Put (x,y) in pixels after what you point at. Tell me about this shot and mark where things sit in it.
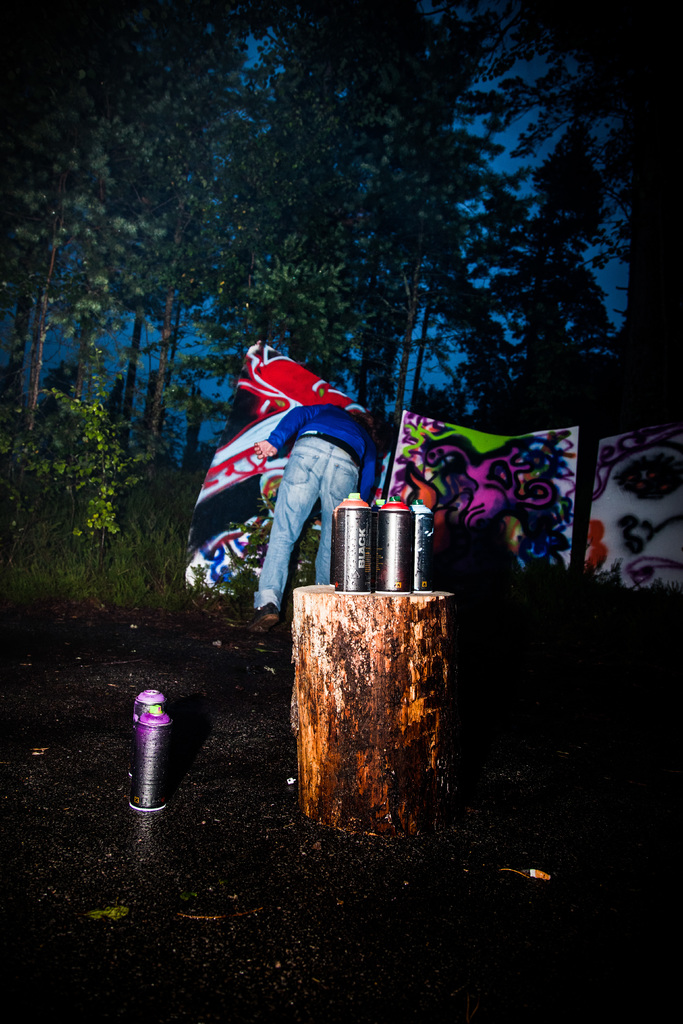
In this image I can see a trunk stool (330,645) and on it I can see few spray bottles (349,587). On the left side of the image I can see two more spray bottles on the ground (186,674). In the background (514,549) I can see three boards (472,449), one person (311,437), number of trees (432,405) and the sky (108,365). On these boards (673,481) I can see spray paintings (670,491).
